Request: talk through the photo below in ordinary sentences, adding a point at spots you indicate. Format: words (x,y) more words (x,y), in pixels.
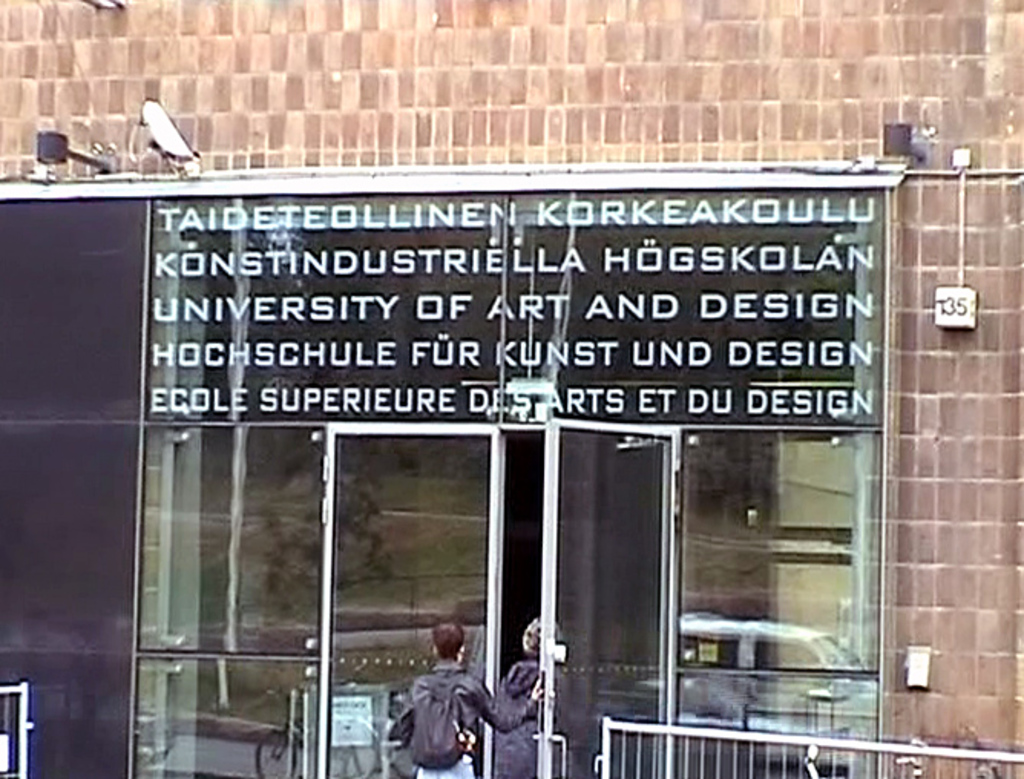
In this picture we can see two persons (500,757), glass board (565,355), fence (750,757), door (565,531), glasses (754,599), objects (57,140), and wall (931,570). On the glasses (342,675) we can see the reflection (338,667) of a car (763,642), bicycle (287,719), board (337,734), and trees (364,448).
